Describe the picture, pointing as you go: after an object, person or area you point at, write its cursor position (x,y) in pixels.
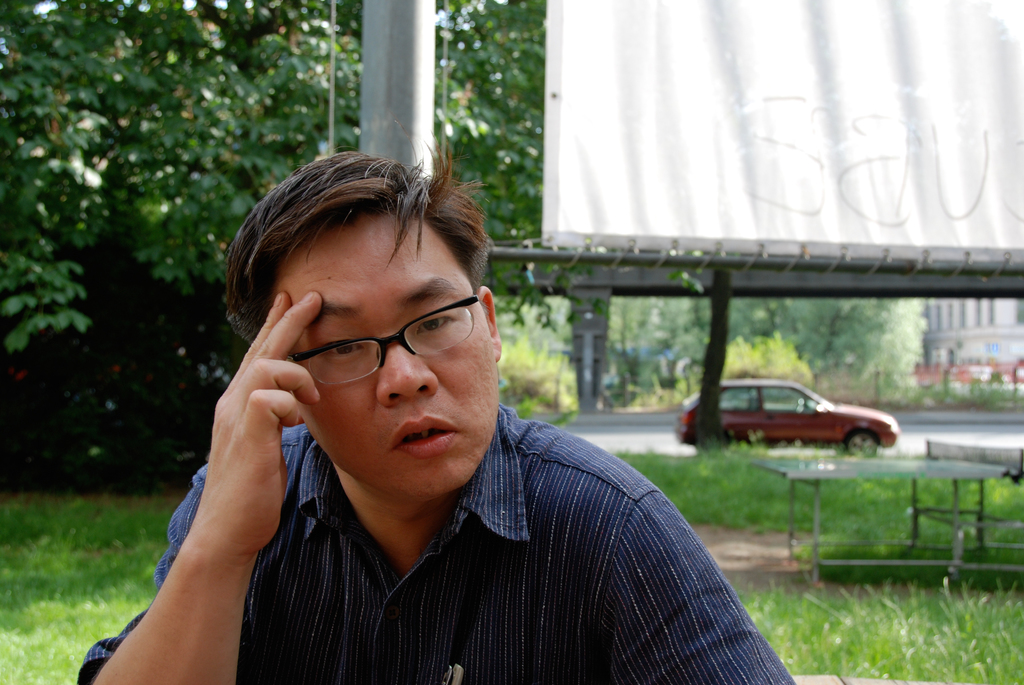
In this image, we can see a person (423,562) in shirt (460,563) wearing glasses (336,365) and seeing. Background (41,347) there is a grass (934,658), trees (40,360), table (949,446), vehicle (740,433) on the road (966,439), pole (385,131), cloth (1016,91).
